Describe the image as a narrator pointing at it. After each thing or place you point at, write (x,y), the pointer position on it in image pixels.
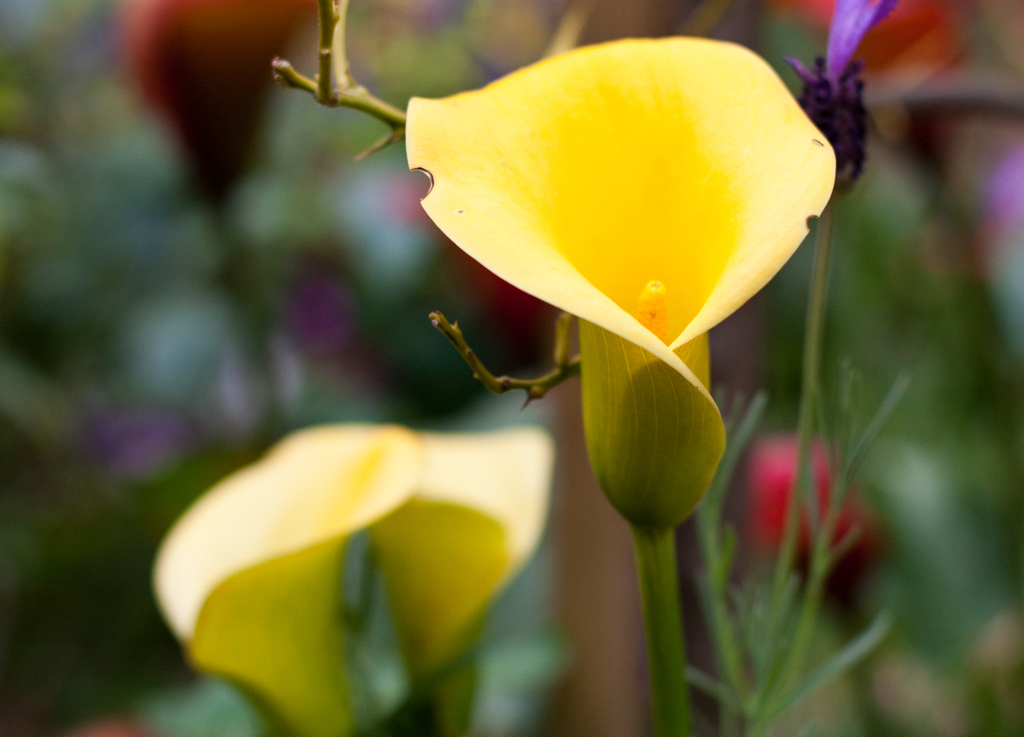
In the center of this picture (619,405) we can see the yellow color flowers (638,329). The background of the image (322,296) is blurry and we can see the flowers (842,528) and plants (247,166) in the background (845,292).
